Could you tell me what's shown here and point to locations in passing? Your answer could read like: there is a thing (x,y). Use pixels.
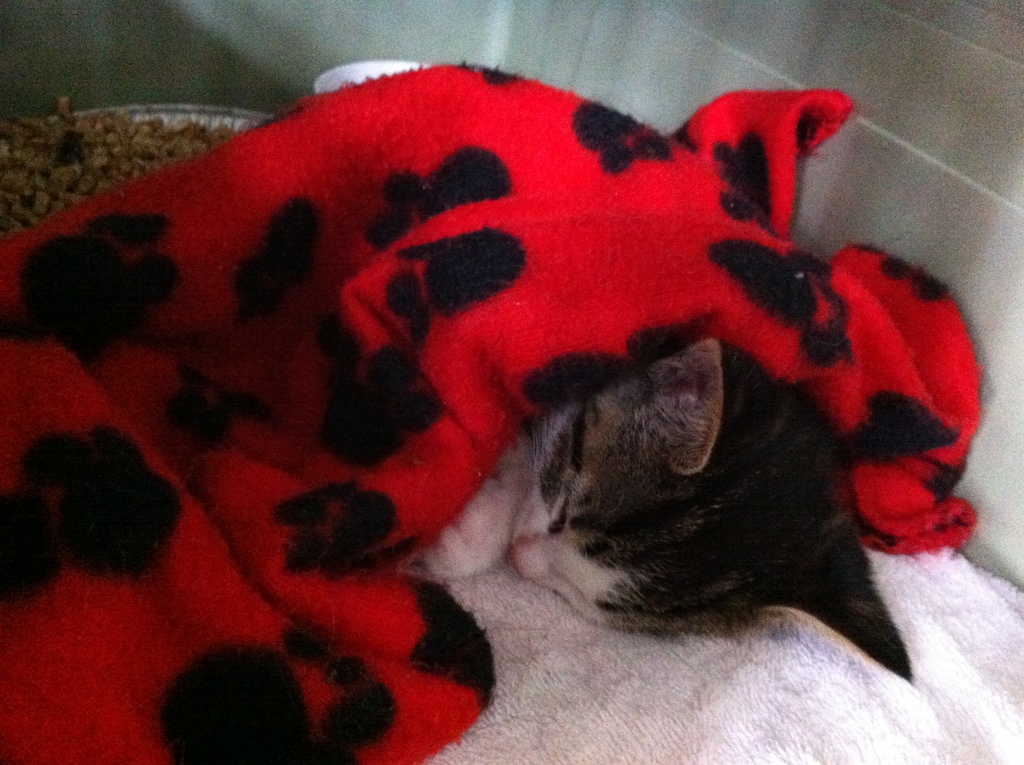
In this image we can see a cat (640,523) sleeping on a towel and a cloth (488,251) on the cat (712,560).
